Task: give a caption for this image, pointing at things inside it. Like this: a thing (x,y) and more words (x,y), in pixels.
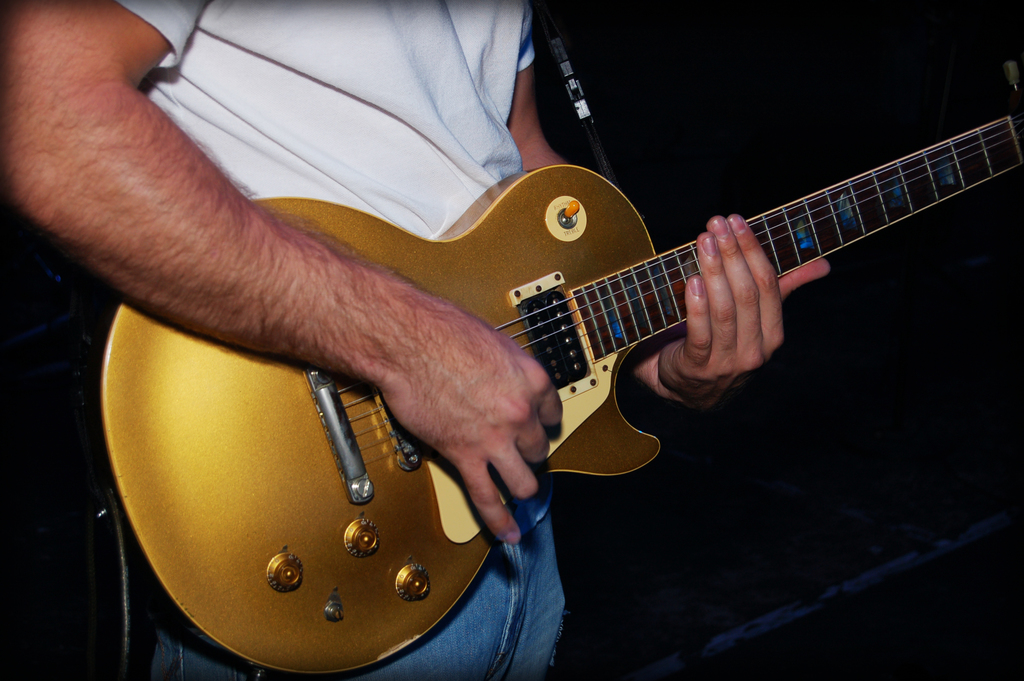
As we can see in the image there is a man (389,45) wearing white color shirt (362,84) and holding a guitar (296,442).
